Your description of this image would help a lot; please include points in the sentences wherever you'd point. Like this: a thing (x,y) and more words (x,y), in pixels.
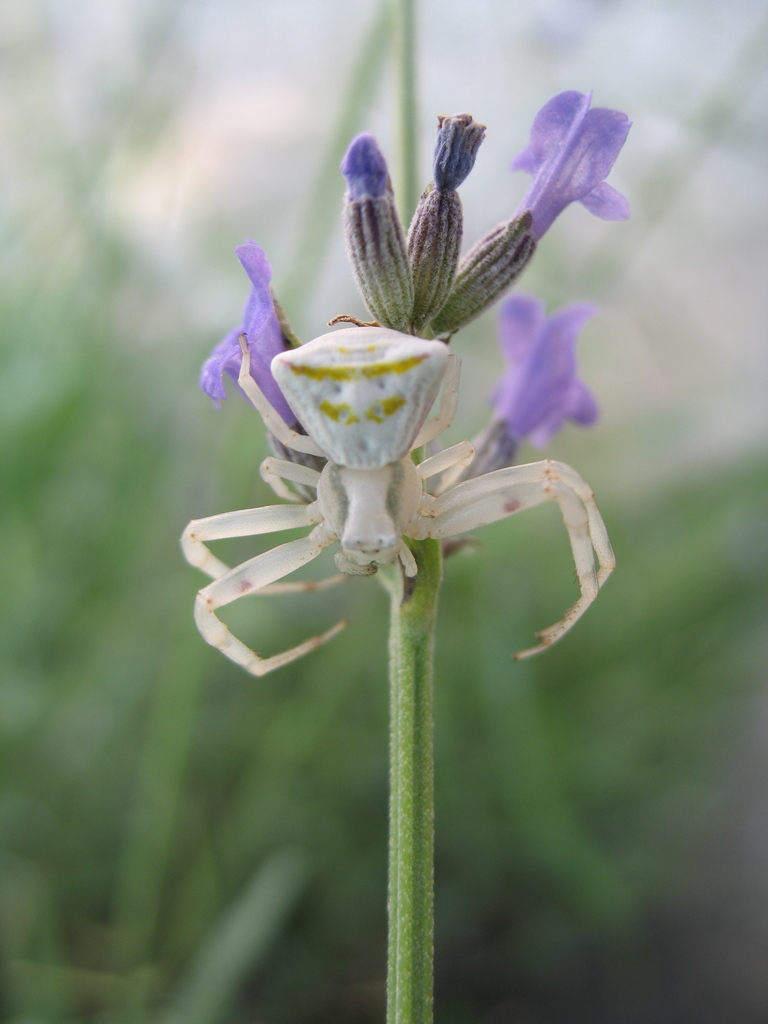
In this image we can see flowers (377,298) to the stem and a spider (286,513) on it.
